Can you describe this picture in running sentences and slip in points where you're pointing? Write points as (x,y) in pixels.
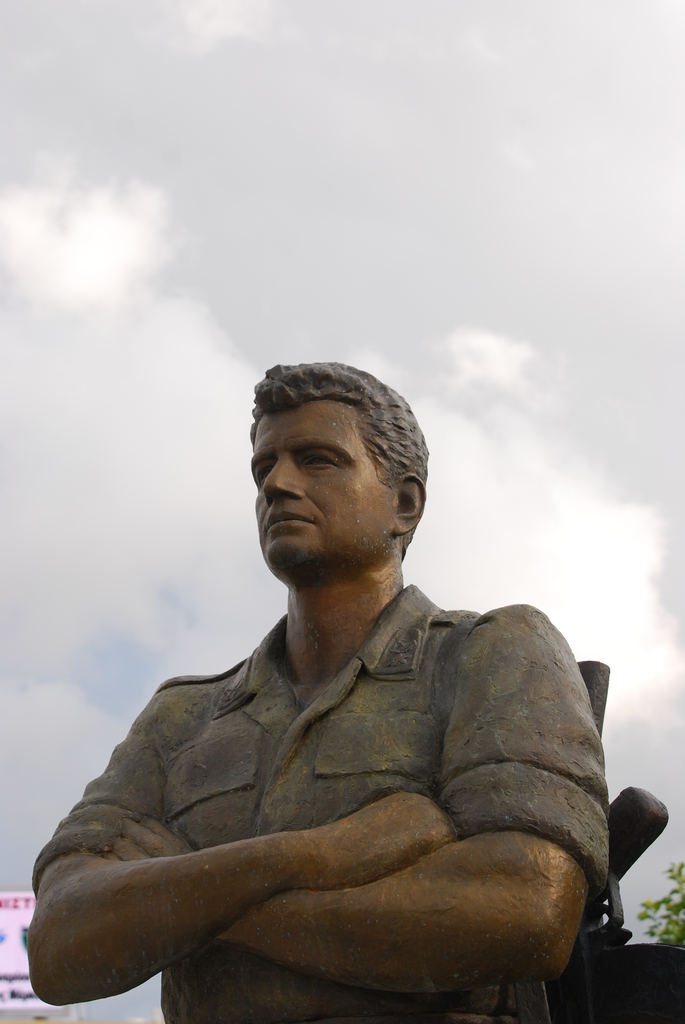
In this image, we can see a statue (301,868) of a person (291,813). In the background (526,602), we can see board (30,917), tree (684,909) and cloudy sky (391,352).
